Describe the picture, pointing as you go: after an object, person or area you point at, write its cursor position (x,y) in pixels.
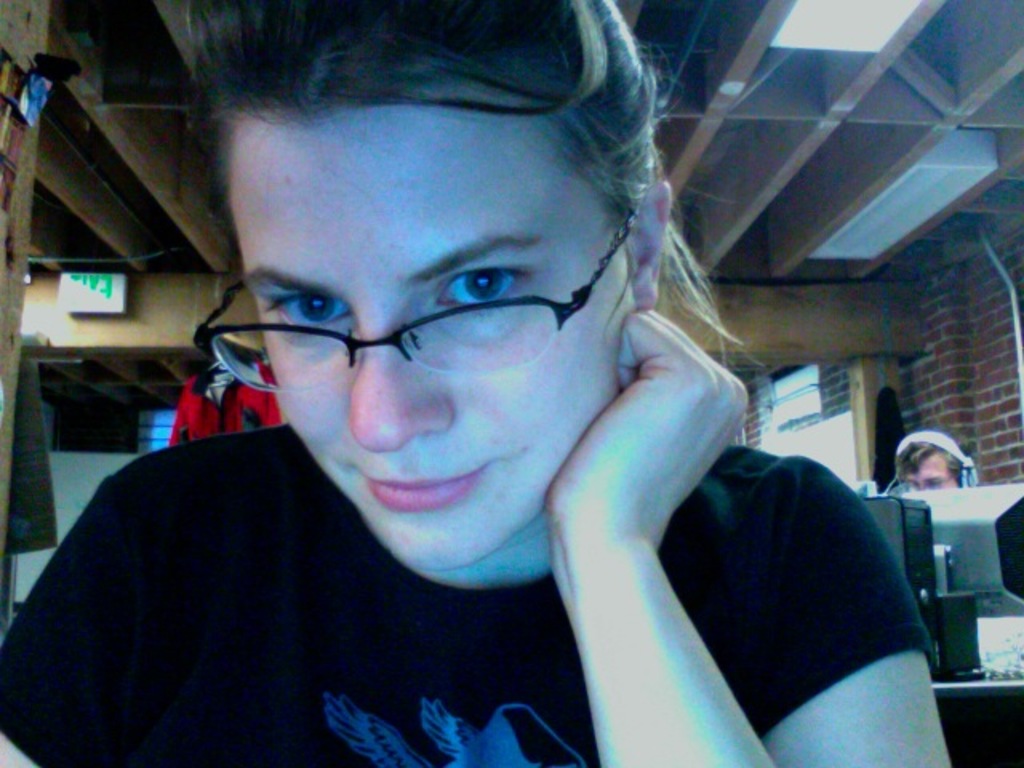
In the image in the center (534,478), we can see one woman (660,635) and she is smiling, which we can see on her face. In the background (935,385) there is a wall (918,380), roof (747,200), light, monitor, one person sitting and a few other objects (193,412).
